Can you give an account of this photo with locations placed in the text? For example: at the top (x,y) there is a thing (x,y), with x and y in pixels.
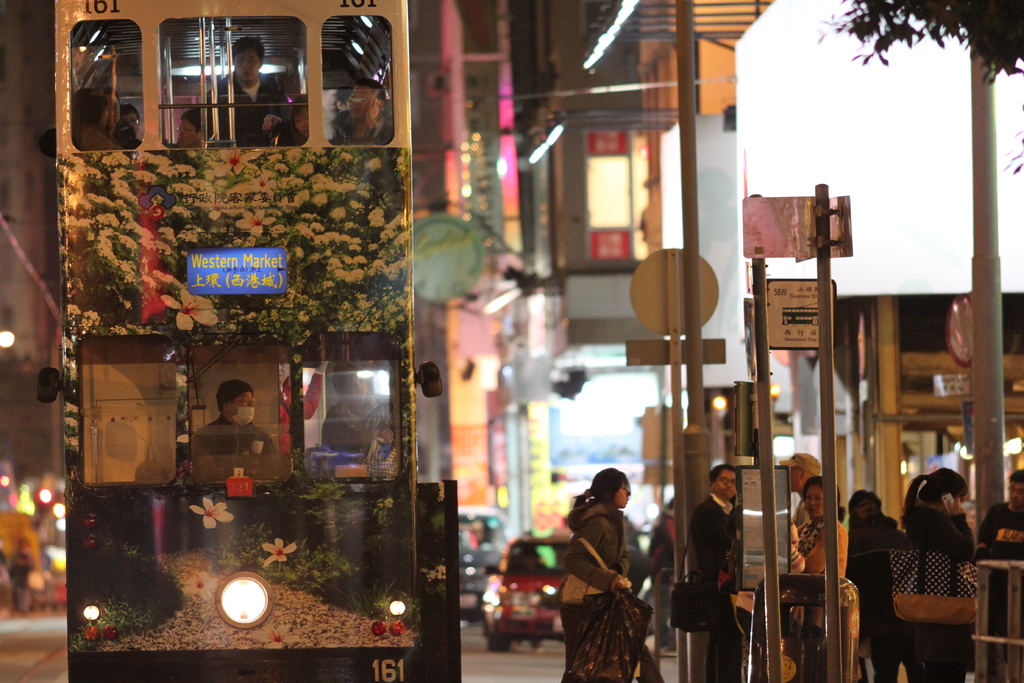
In this picture on the right side (887,647) we have people (716,539) standing on the footpath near the signal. On the left side (317,665), we have a double Decker bus (287,117) and other vehicles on the road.
